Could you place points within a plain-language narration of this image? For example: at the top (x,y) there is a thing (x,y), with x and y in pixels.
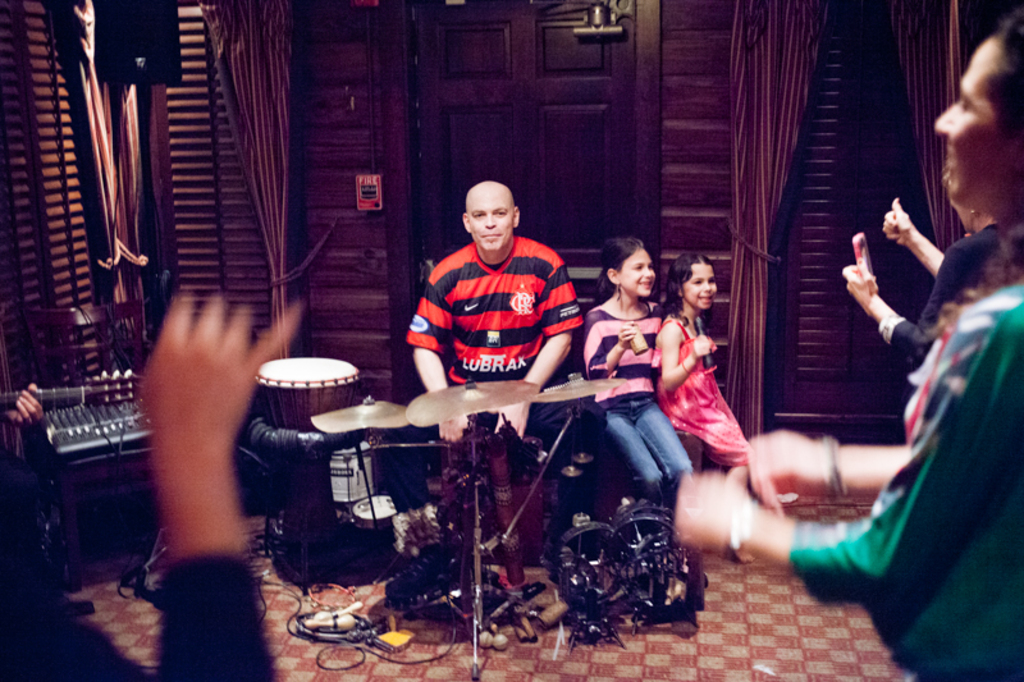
In this picture there are group of people (498,237), those who are playing the music, there is a man (491,207) who is sitting in the middle of the image (457,442) in front of the drum set (463,453), there are two girls (636,468) who are sitting at the right side of the image (707,427), they are laughing at facing to the right side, there are brown curtains (223,53) around the image and there is a big door (506,27) behind the front person (487,245) in the image and there are different types of music instruments (290,367) in the image.
